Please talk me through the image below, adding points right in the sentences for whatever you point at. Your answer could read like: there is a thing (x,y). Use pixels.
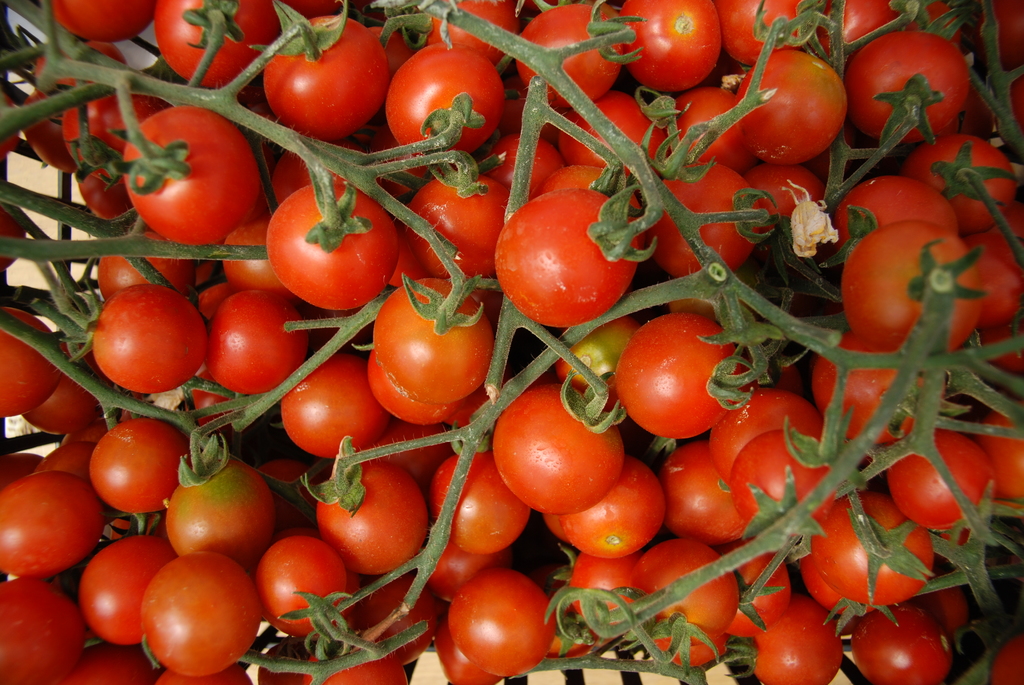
In this image we can see many tomatoes (364,539).
